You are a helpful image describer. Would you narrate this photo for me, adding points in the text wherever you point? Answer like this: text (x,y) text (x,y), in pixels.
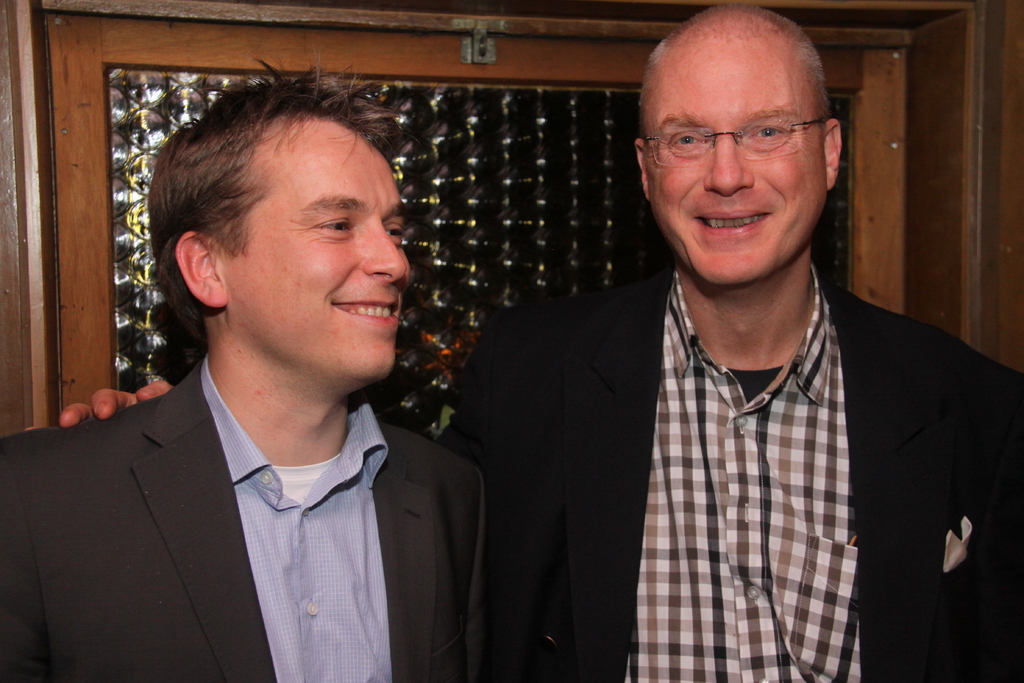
In this image, we can see two persons (720,269) wearing clothes (393,550).
